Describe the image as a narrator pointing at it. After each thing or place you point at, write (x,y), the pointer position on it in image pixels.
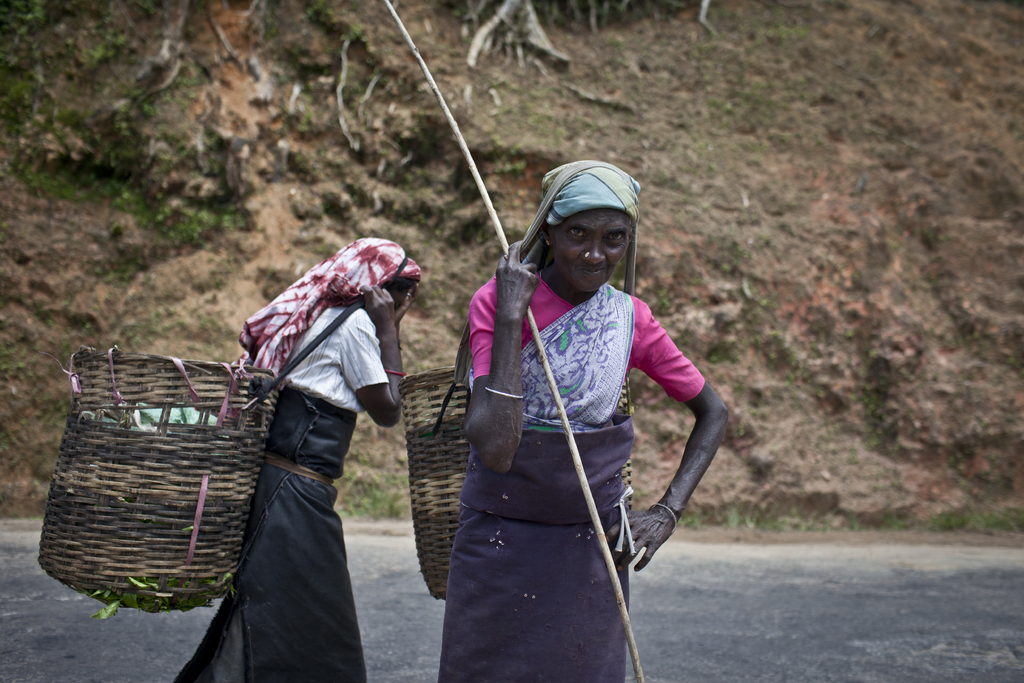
In the image there are two women (285,429), they are holding a basket (217,491) on their back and in the front (557,443) one woman (529,391) is also holding a stick (447,109) in her hand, behind them there is a hill (518,216).
